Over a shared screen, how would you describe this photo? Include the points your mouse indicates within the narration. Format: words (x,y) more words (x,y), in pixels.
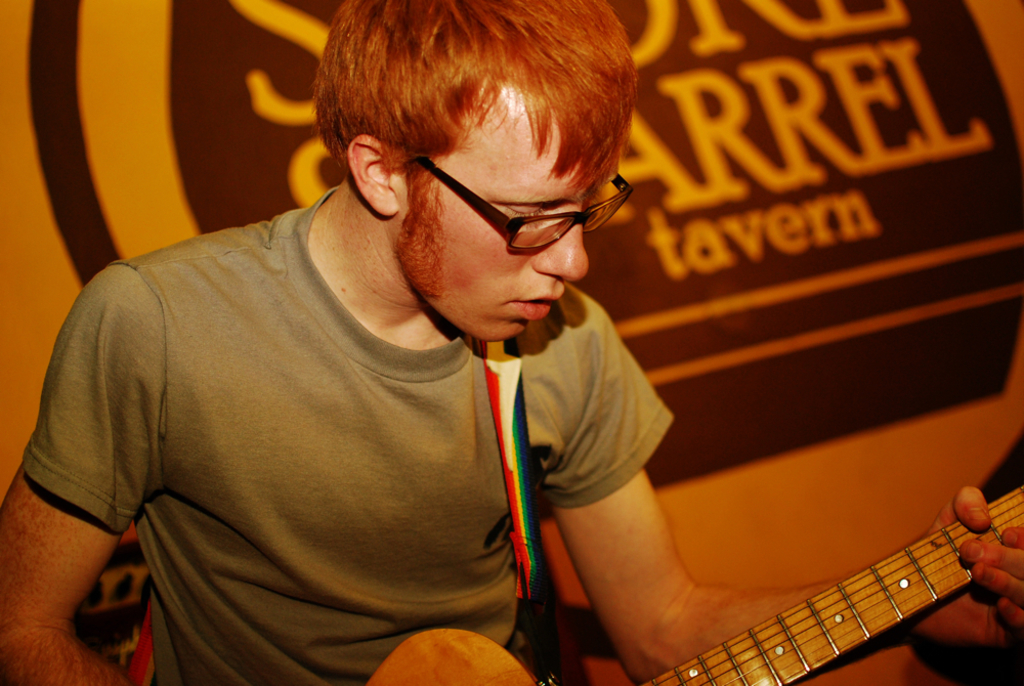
He is a man (157,415) holding a guitar (836,645) in his hand (973,623). He is playing a guitar (782,676).
